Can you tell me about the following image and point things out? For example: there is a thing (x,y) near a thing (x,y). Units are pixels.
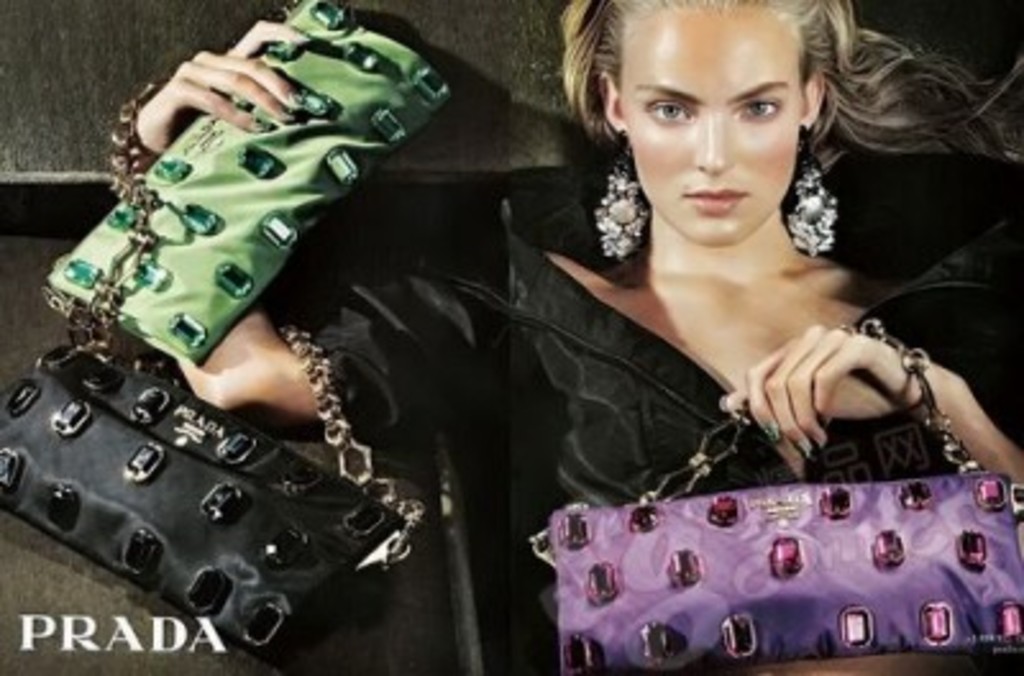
In this picture the lady (623,336) is holding three wallets (220,480). In her right hand (196,363) she is holding a green color wallet (206,228) and a black color wallet (184,494). To her left hand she is wearing a violet color wallet (836,586). She is wearing a black dress (611,404). And her earrings (624,241) are very big with the stones (617,226).
